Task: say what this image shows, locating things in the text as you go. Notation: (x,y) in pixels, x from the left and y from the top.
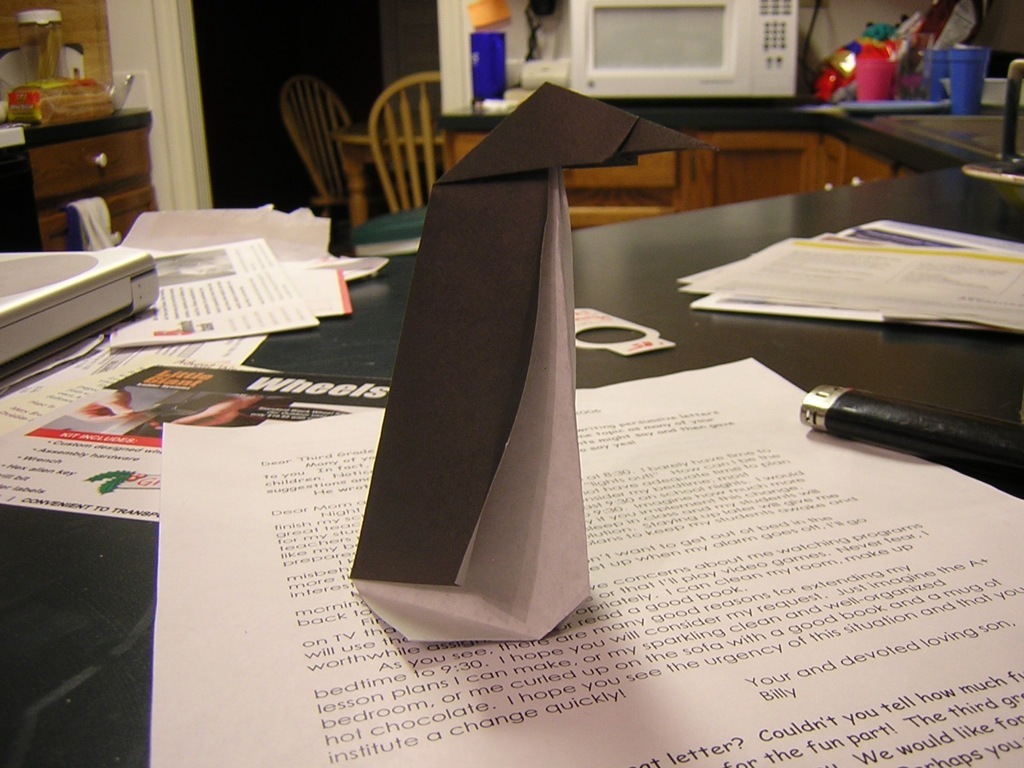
In the picture I can see papers (645,552) and few more objects (564,462) are placed on the black color surface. In the background (122,183), I can see wooden cupboard (110,186), chair (384,176), microwave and a few more objects (19,212).
